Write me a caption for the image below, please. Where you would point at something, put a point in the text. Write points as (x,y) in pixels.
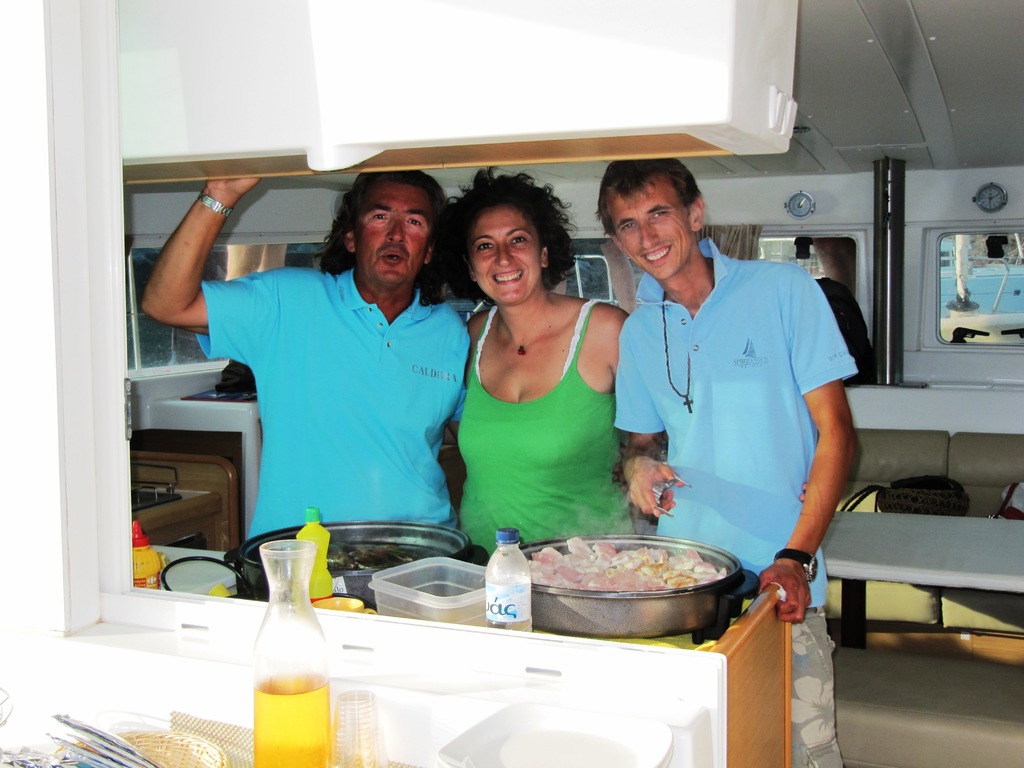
This image is taken indoors. At the bottom of the image (412,698) there is a table (136,668) with many things (273,723) on it. In the background (607,262) there is a wall (924,343) with windows (948,314) and curtains (239,257). In the middle of the image (567,407) a woman (557,380) and two men (351,266) are standing on the floor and they are with smiling faces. There is a table (632,626) with many things (449,586) on it and a man (669,507) is holding forceps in his hand (658,466). At the top of the image (842,86) there is a roof (843,68).
